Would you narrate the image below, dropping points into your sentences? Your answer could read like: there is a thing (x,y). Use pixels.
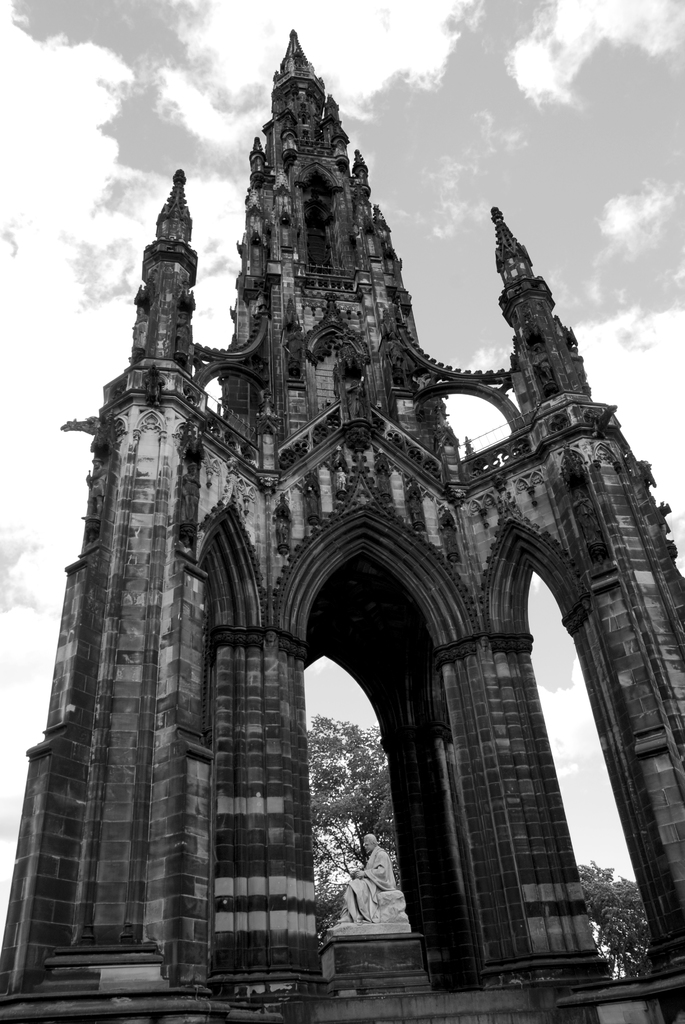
In this picture we can observe a building (270,559). It is looking like an old construction (314,473). We can observe a white color statue (372,895). In the background (364,788) there are trees (347,782) and a sky (395,71) with clouds (113,244).
